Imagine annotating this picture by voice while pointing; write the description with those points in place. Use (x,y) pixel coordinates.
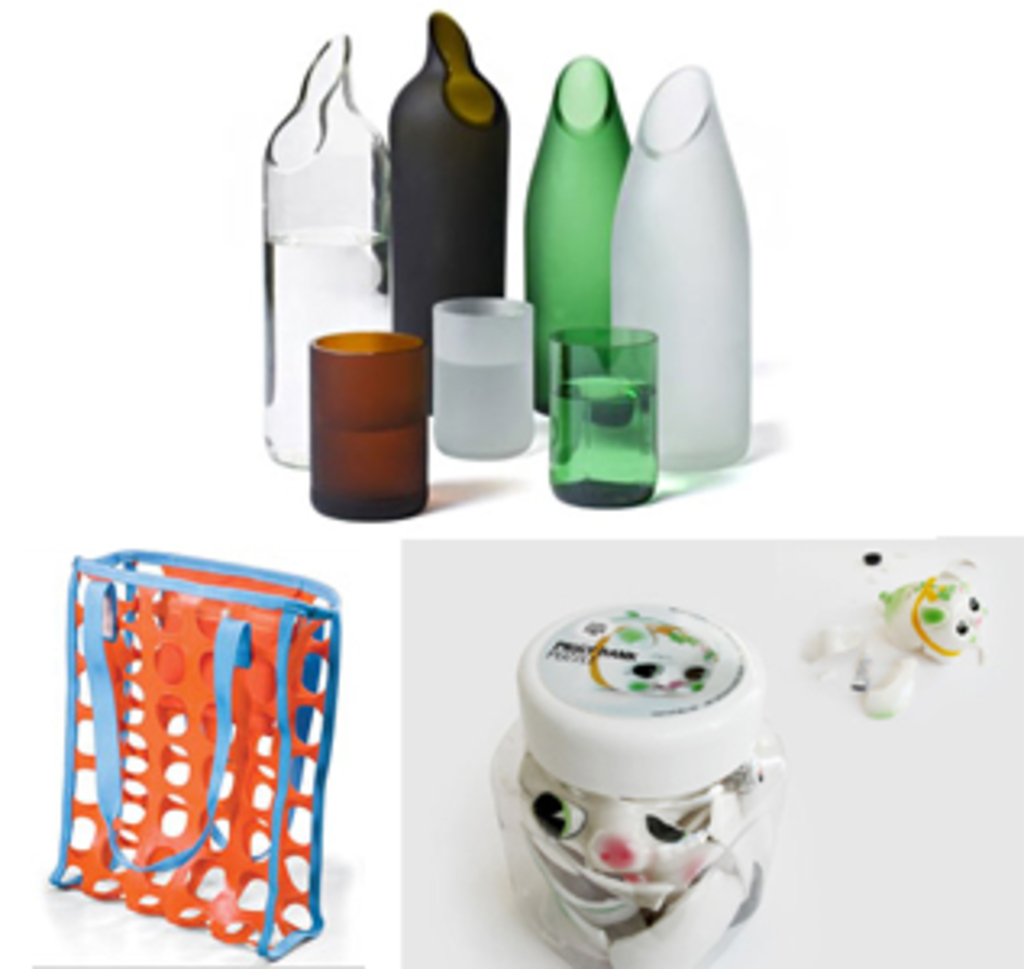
In this picture there are the glass bottles (539,373), glasses (452,419) and also a bag (169,798) and also a box (596,840).
